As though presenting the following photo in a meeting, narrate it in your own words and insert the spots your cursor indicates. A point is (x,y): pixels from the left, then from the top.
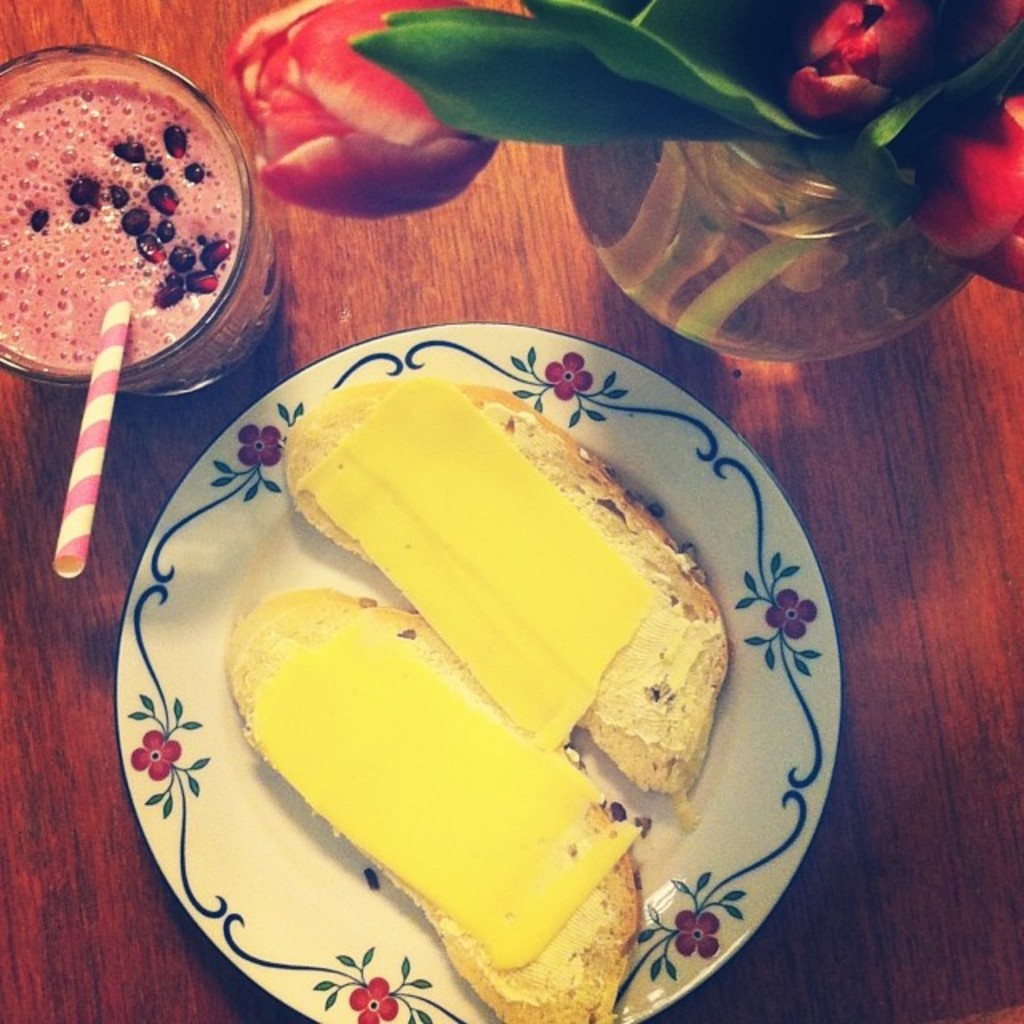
This image consists of a plate (193,662) in which we can see the slices of bread (474,766) along with the cheese (516,846). On the left (95,299), we can see a glass of juice (173,277). On the right (740,264), there is a flower vase (731,329). At the bottom (6,931), there is a table (27,924).
